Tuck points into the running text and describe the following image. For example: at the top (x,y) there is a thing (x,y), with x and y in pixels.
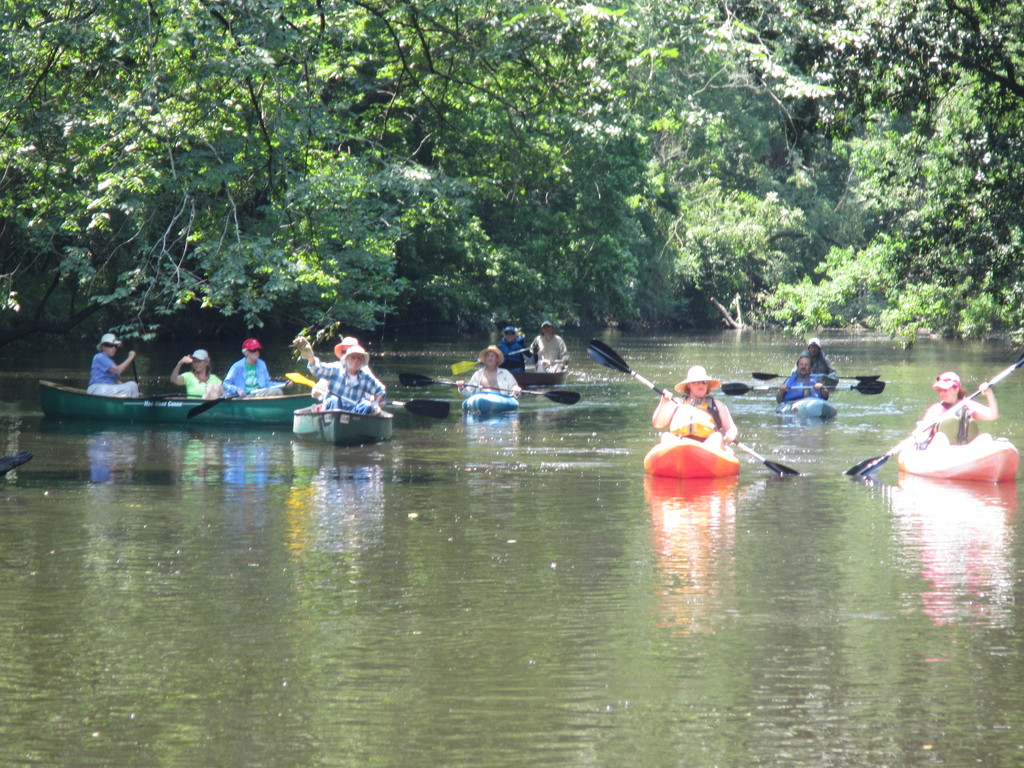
In this picture we can see boats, people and they are holding paddles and these boats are on the water (316,509) and in the background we can see trees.
